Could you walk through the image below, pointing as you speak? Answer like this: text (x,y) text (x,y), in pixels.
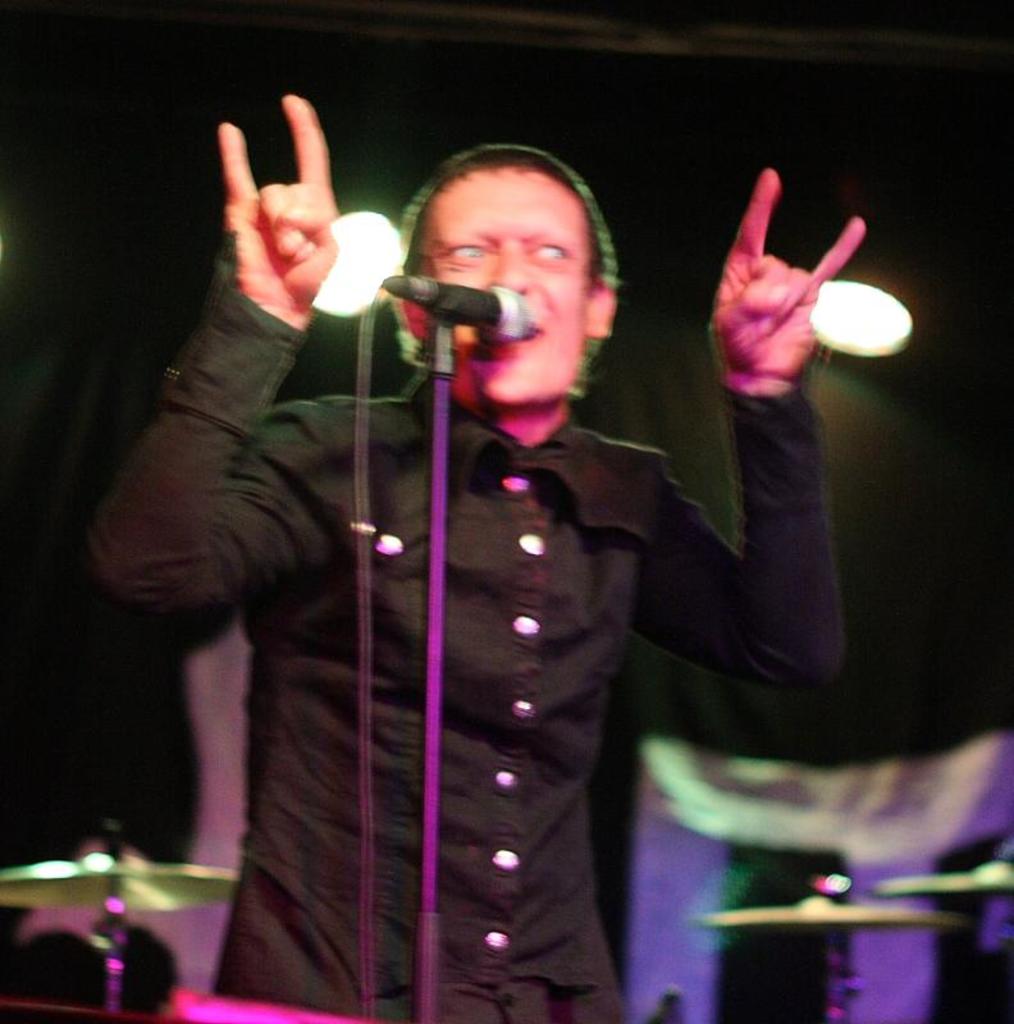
In this picture one man (490,766) is standing in a black dress (511,816) and speaking in front the microphone (481,320) and behind there are drums (30,949) and lights (853,333) on the stage (837,323).
